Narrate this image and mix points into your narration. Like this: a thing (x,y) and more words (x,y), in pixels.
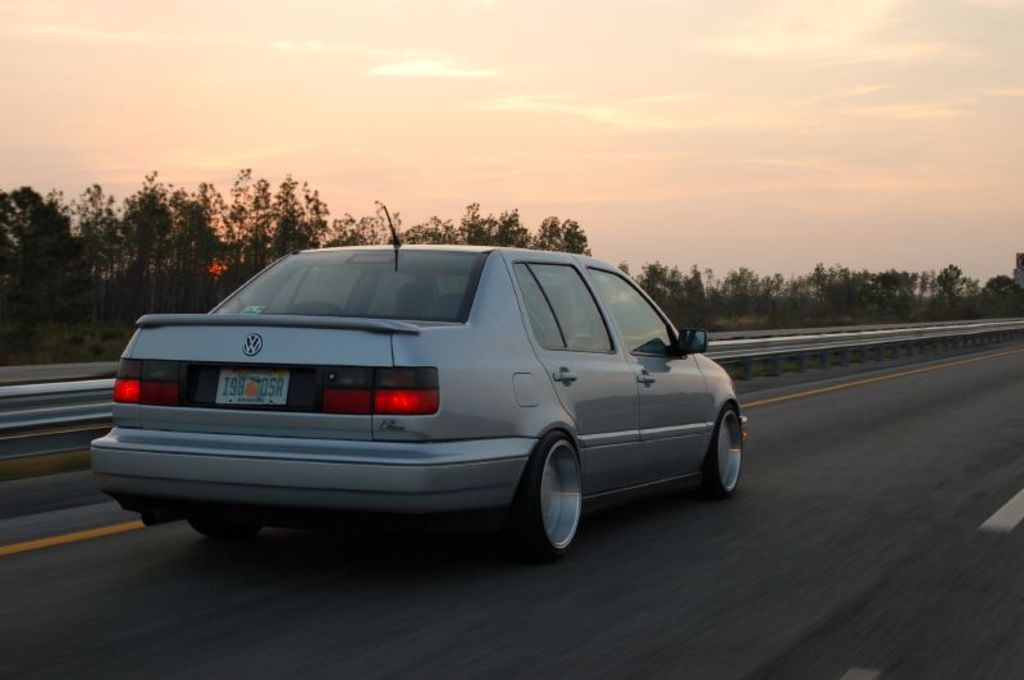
In this image in the front (511,435) there is a car (522,402) moving on the road (776,384). In the background (202,241) there are trees (779,318) and there is a fence (837,334) and the sky (702,107) is cloudy.
